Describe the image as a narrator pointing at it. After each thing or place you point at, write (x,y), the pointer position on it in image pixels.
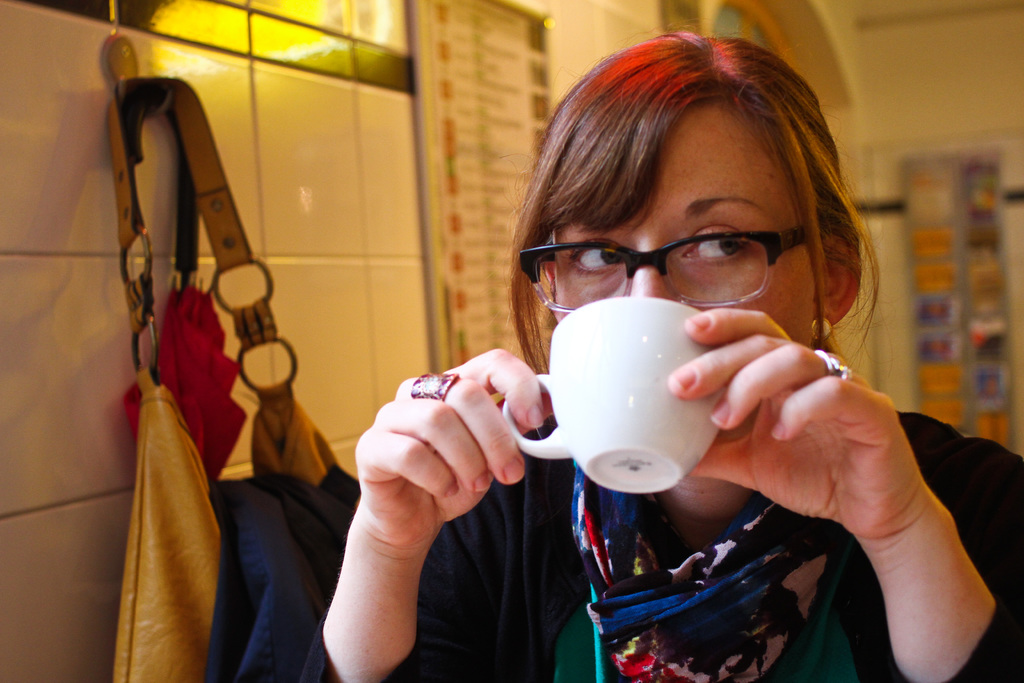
A woman (805,596) is drinking the coffee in a cup (671,408) also wearing spectacles (690,265).
